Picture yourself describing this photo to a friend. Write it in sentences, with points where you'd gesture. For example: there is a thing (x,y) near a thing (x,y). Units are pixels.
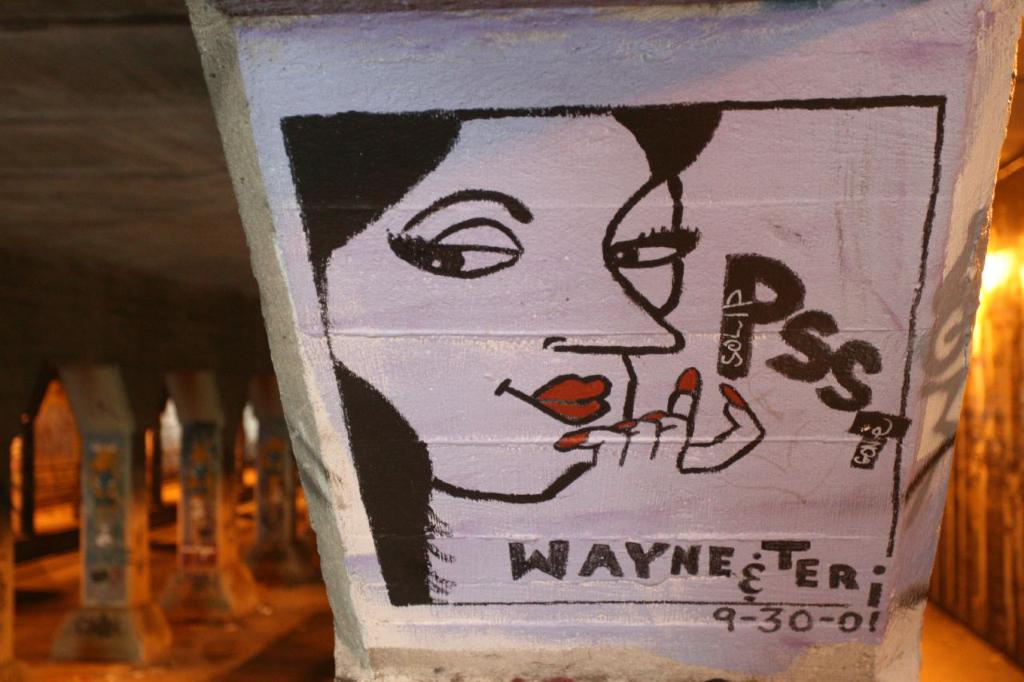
In the foreground (527,329) I can see a wall painting (658,436), pillars (193,481), light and a tunnel (143,499). This image is taken may be during night.
